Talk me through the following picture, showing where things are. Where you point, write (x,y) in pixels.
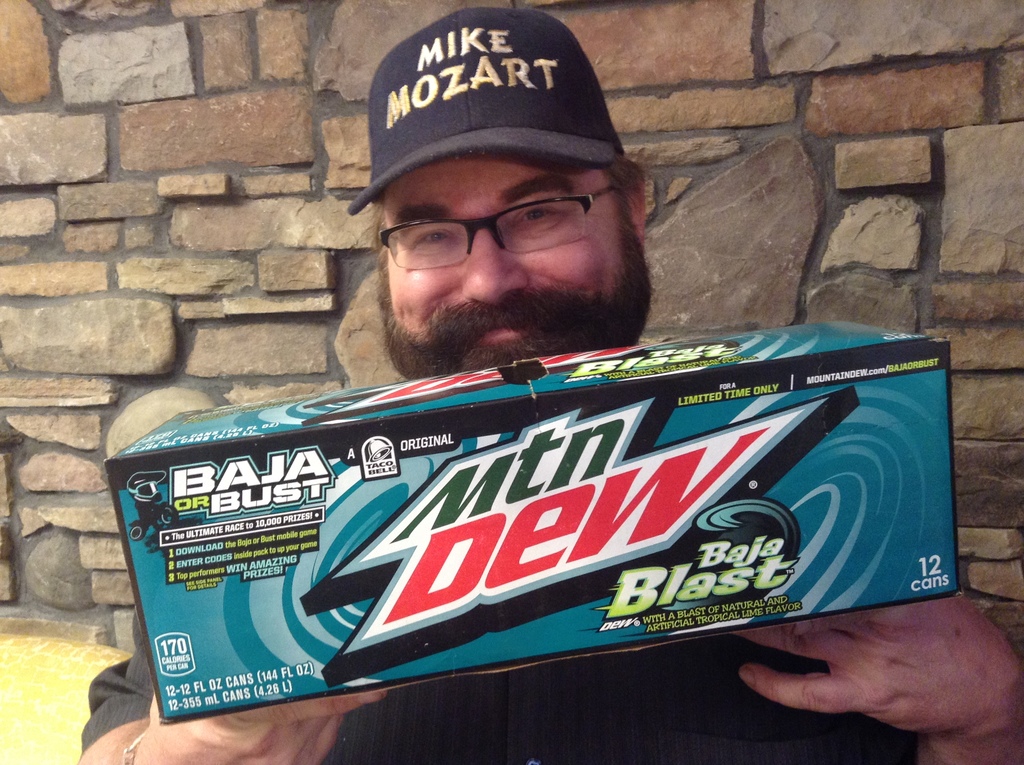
Here in this picture we can see a person (449,323) holding a box (270,509) in his hands (283,714) and he is wearing spectacles (553,238) and cap (531,20) on him and he is smiling.
